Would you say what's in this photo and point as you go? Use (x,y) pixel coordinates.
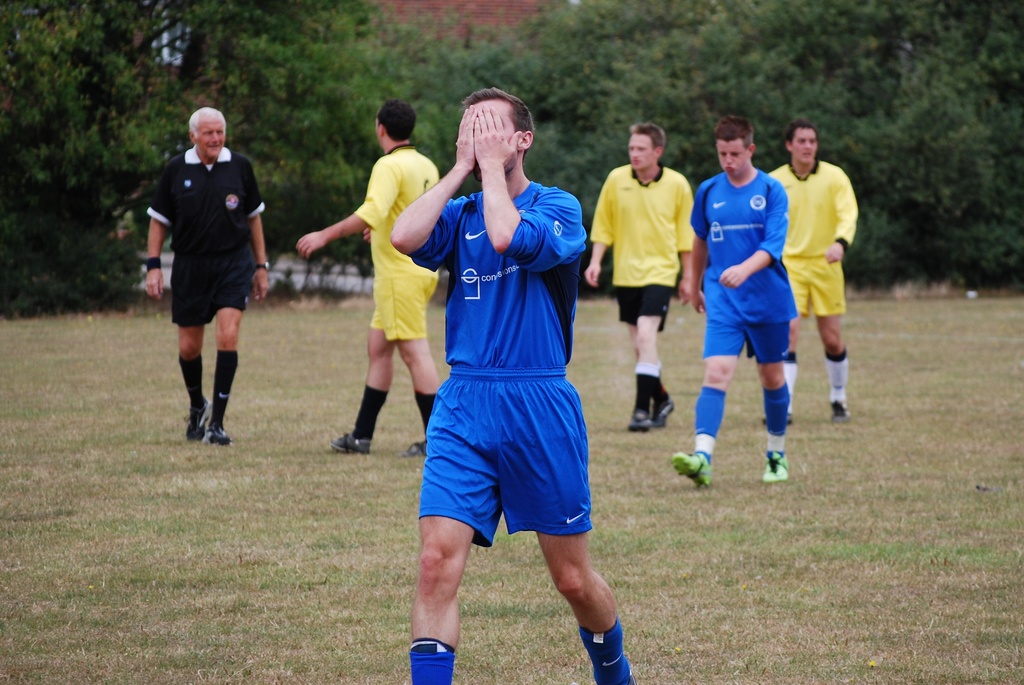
In this image, there are a few people (628,222), trees (172,132). We can see the ground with grass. In the background (434,9), we can see the wall (448,4).
